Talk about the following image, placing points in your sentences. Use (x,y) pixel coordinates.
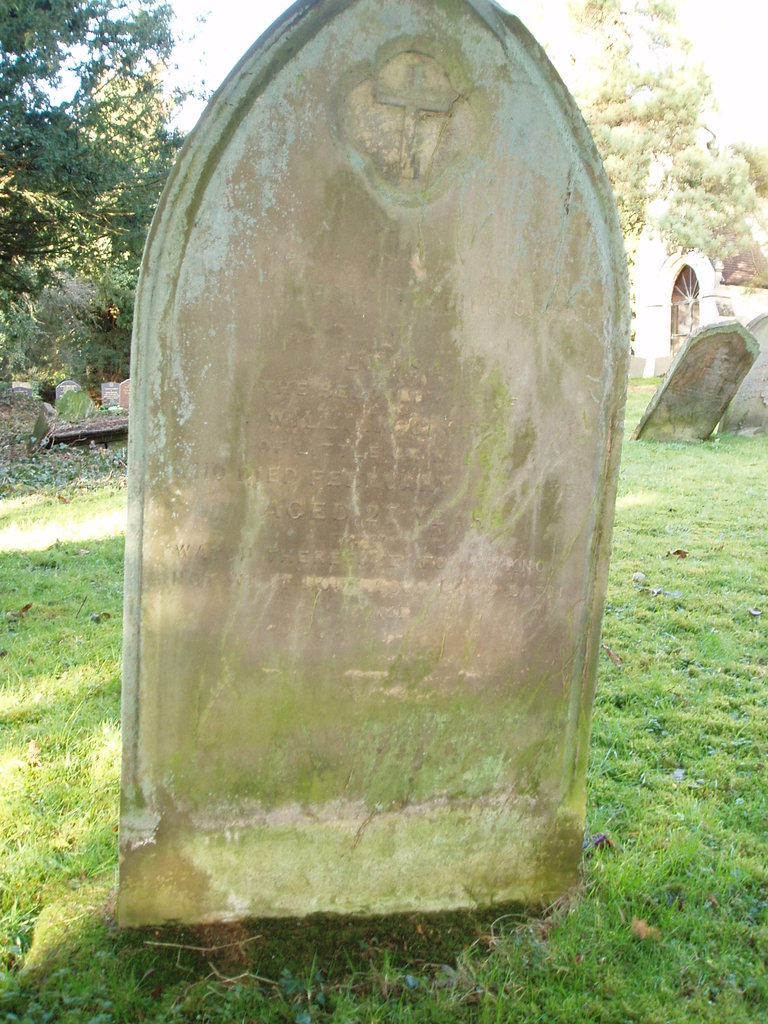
In this picture I can observe a gravestone (495,372) on the ground (47,644). I can observe some grass (658,706) on the ground (696,662). In the background (679,202) there are trees (54,142).
